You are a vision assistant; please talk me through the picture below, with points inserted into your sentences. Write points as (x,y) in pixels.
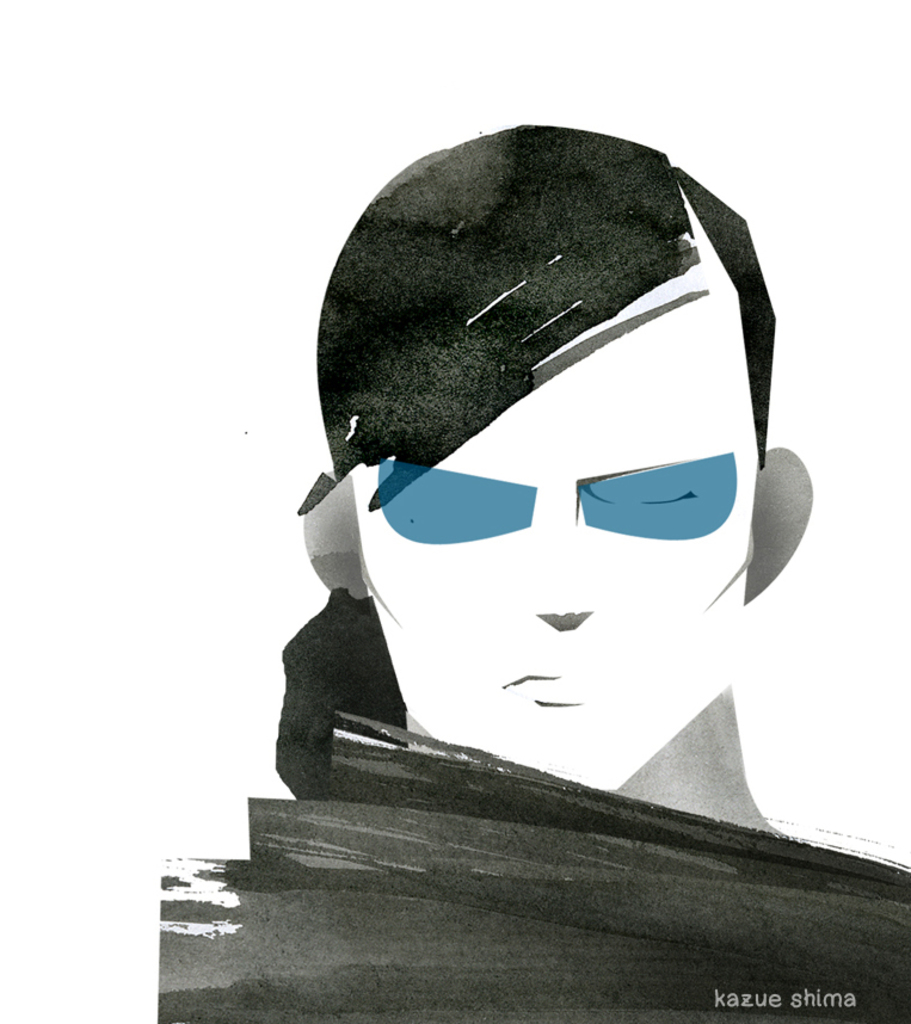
In this image we can see a sketch (543,781) of a person (489,749).
